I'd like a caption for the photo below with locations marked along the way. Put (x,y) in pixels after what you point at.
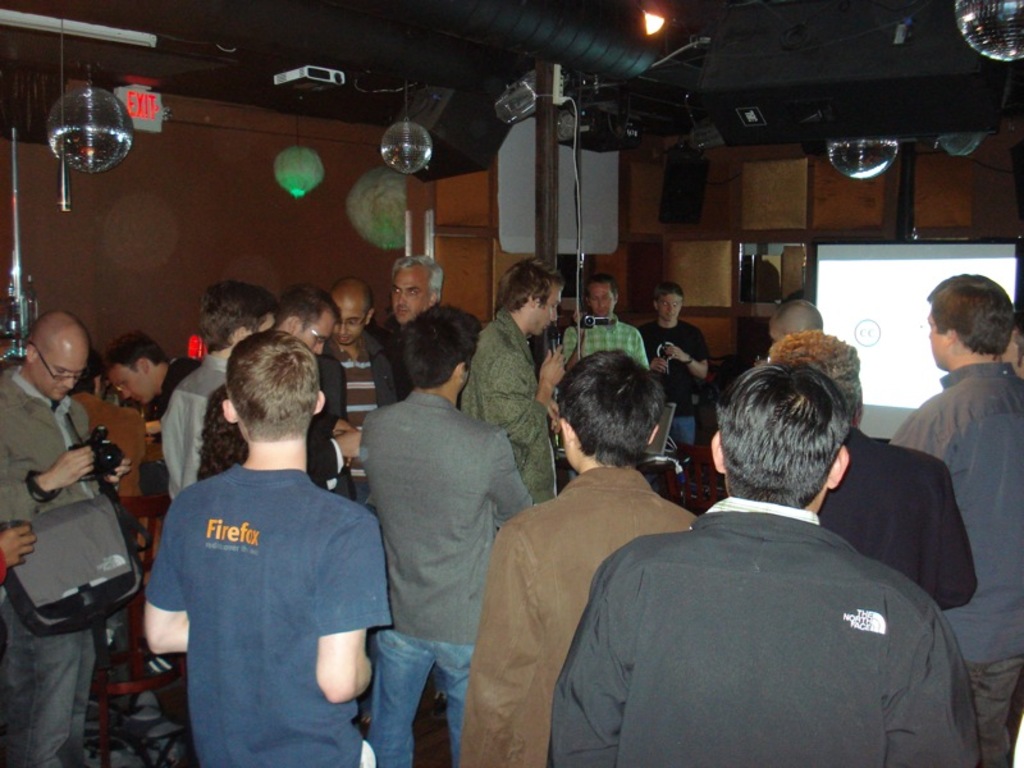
In this image there are people (567,534), screen (933,279), light (648,23), speakers (965,126), cameras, exit board (143,102), wall (493,257) and objects (964,149). Among them few people (21,418) are holding objects (21,519).
